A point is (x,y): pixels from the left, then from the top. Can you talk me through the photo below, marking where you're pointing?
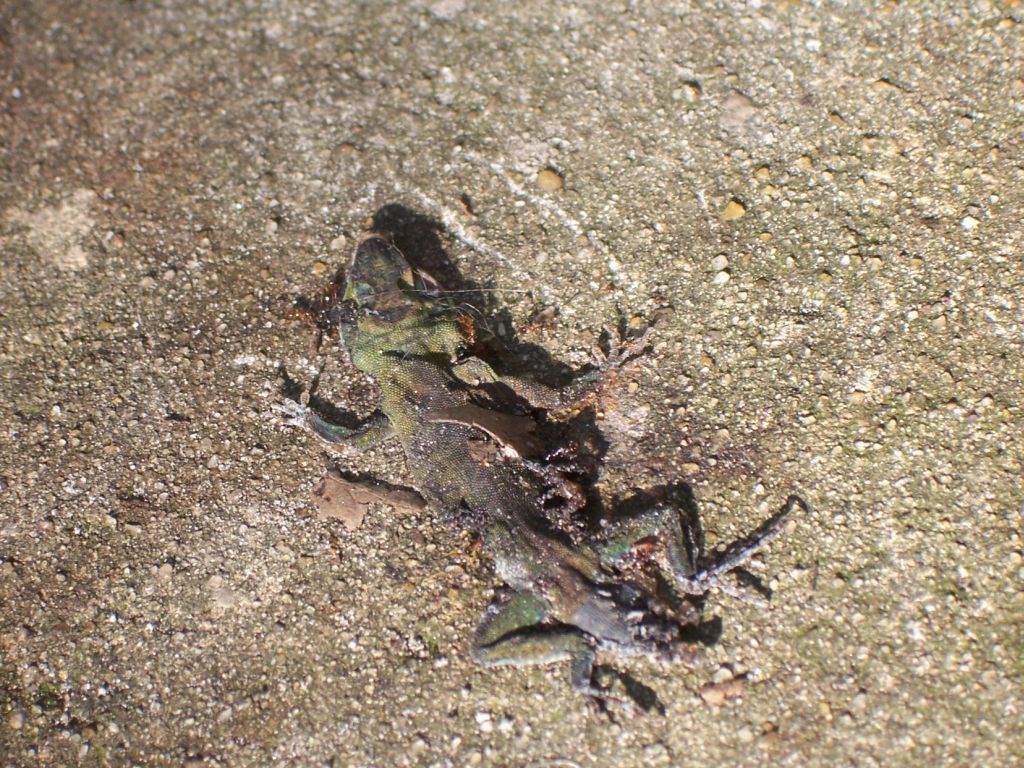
In this image there is a lizard (384,378) on the surface (713,540).
